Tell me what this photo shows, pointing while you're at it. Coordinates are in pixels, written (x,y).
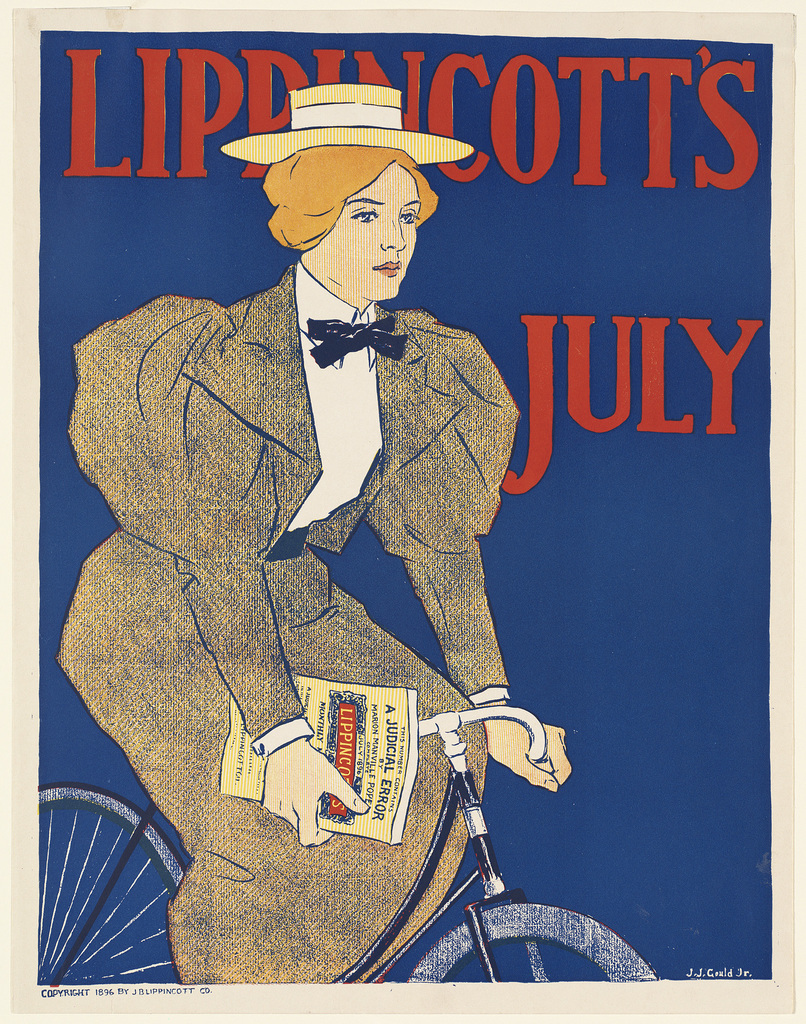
This is a poster (501,899) having a painting (355,604). In this painting (182,895), we can see there is a woman (451,330) holding a book (348,750) with a hand (354,795) and cycling. In the background (548,376), there are orange color letters (667,80). And the background (87,260) is blue in color.
